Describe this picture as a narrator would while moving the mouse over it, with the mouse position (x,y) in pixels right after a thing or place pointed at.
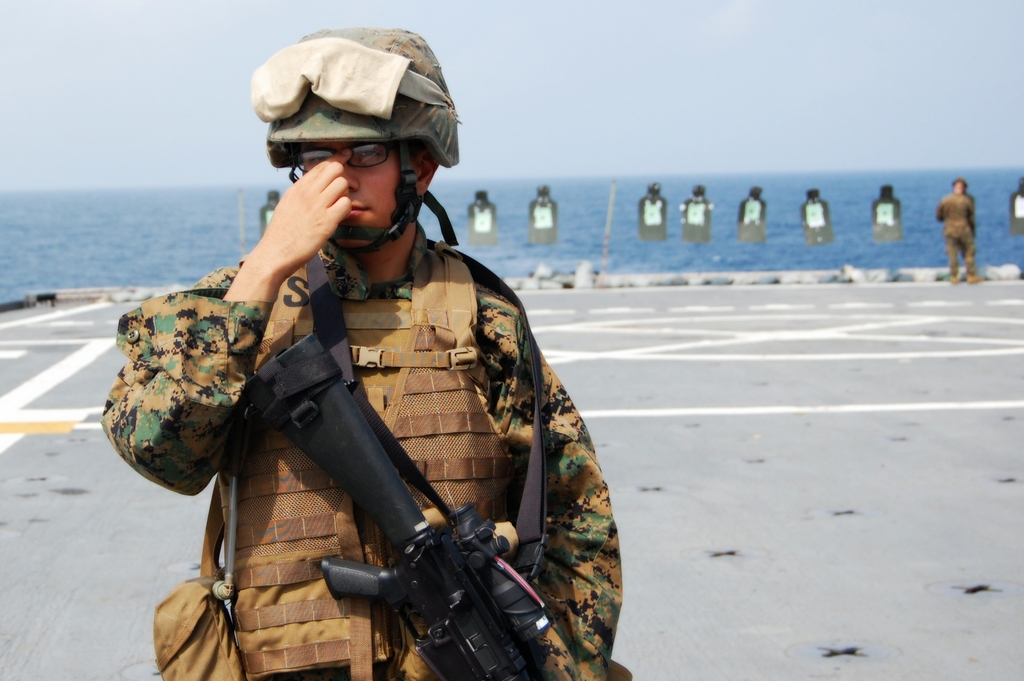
In this image there is a person (432,415) wearing a uniform (425,473) and helmet (435,202). He is wearing spectacles (334,154). He is having a gun (499,622). He is carrying a bag (185,600). Right side a person (957,252) is standing on the deck (783,366). Few objects (893,215) are on the stands (486,218). Background (777,223) there is water (758,174). Top of the image (633,117) there is sky (644,92).
